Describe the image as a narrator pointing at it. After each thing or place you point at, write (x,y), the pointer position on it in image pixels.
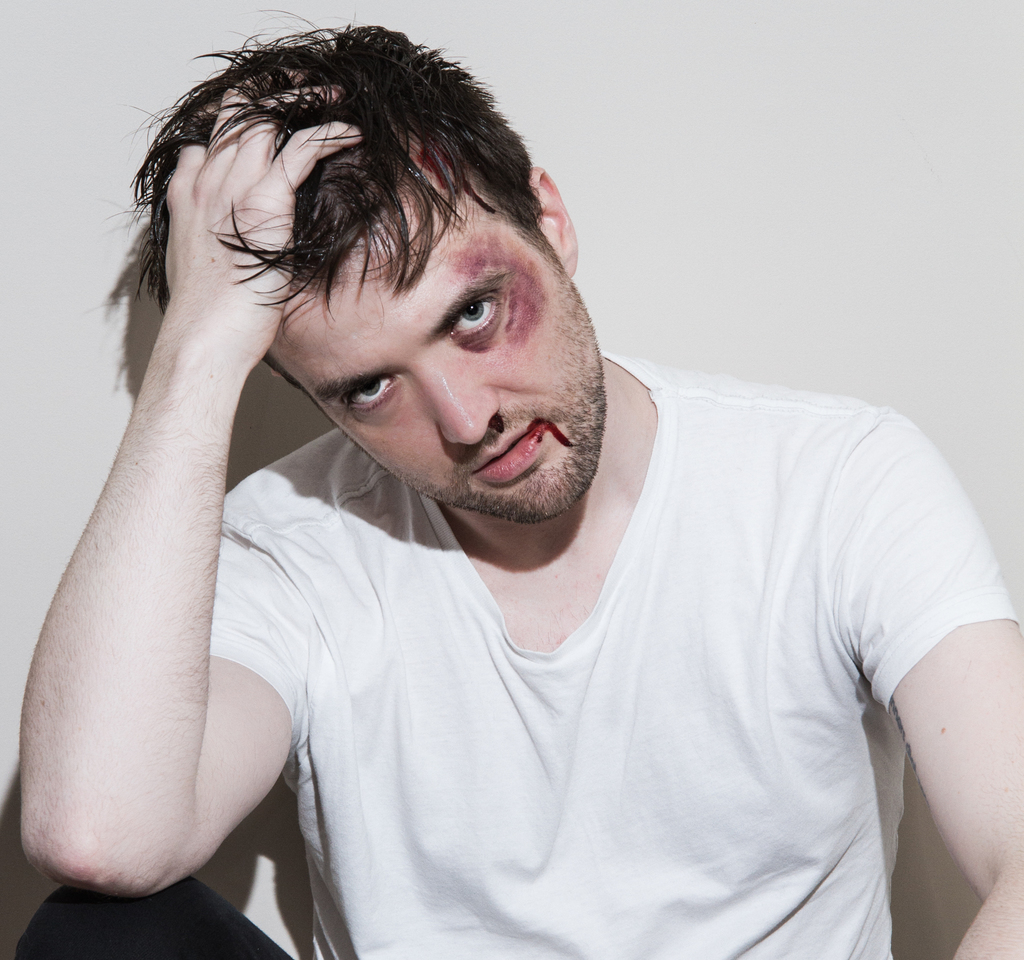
In this image there is a person (440,579) sitting and he is injured on his face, behind him there is a wall (726,231).
